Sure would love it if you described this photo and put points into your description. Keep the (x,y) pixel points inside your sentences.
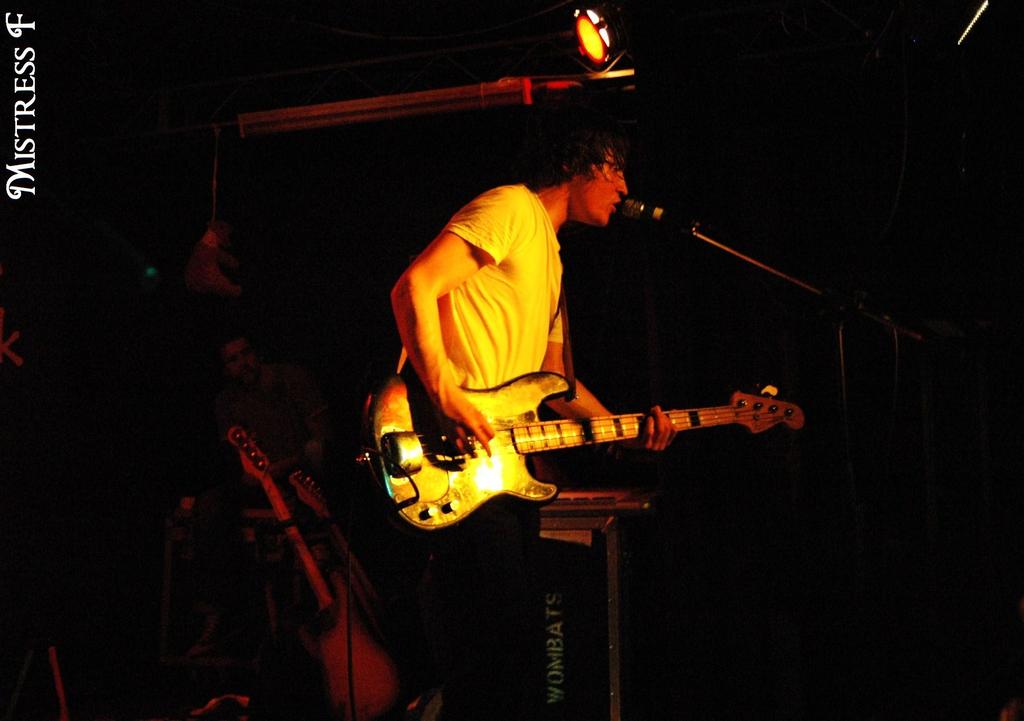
This picture show about a boy (490,299) wearing white color t-shirt (517,326) playing the guitar (721,418) and singing in the microphone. Behind we can see another boy (297,458) sitting on the chair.
